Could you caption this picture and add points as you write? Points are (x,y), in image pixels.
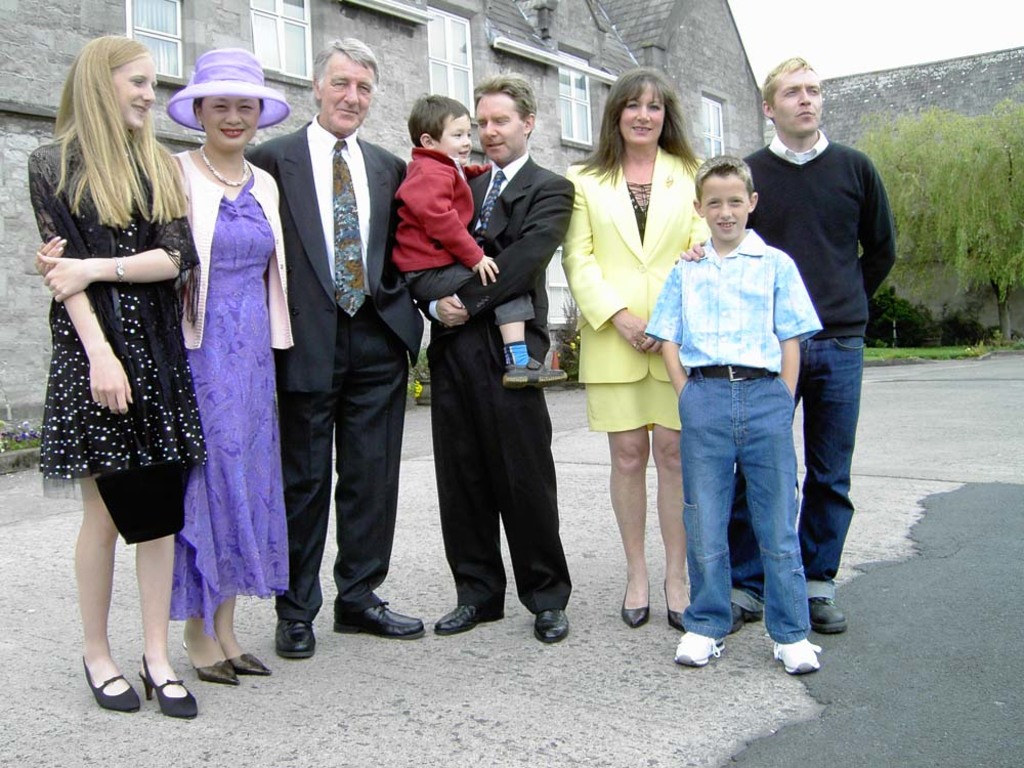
In this image we can see a group of people (456,387) are standing on the ground (389,710) and smiling, here is the building (706,40), here is the window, here is the tree (1000,197), at above here is the sky (941,17).
